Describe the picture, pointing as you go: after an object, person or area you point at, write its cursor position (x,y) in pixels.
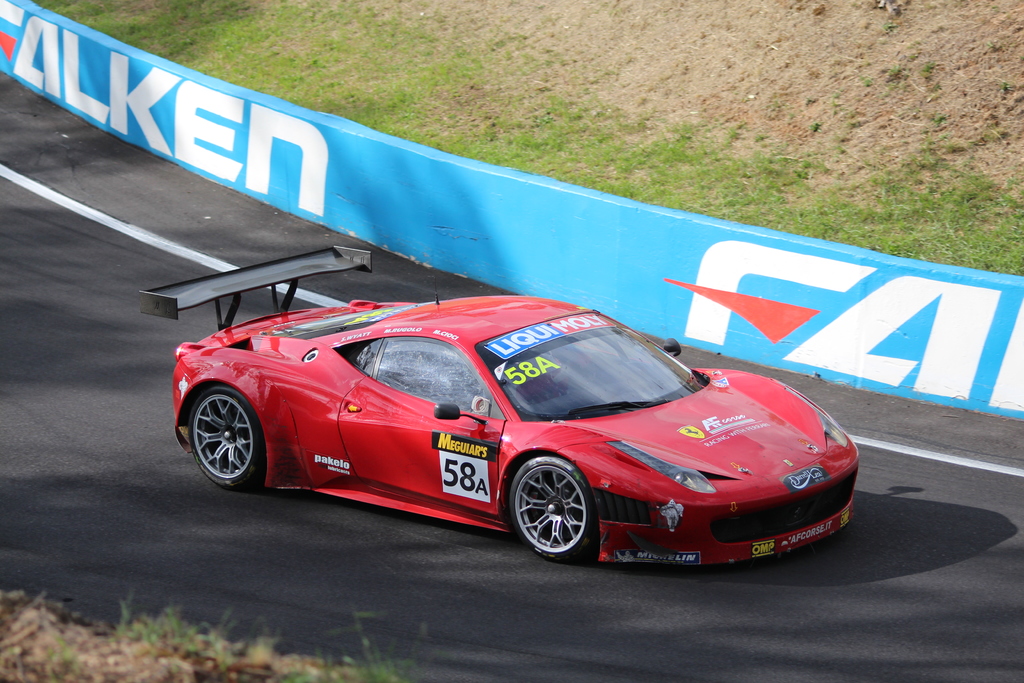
In this image we can see a racing car (450,431) on the track (287,248).
